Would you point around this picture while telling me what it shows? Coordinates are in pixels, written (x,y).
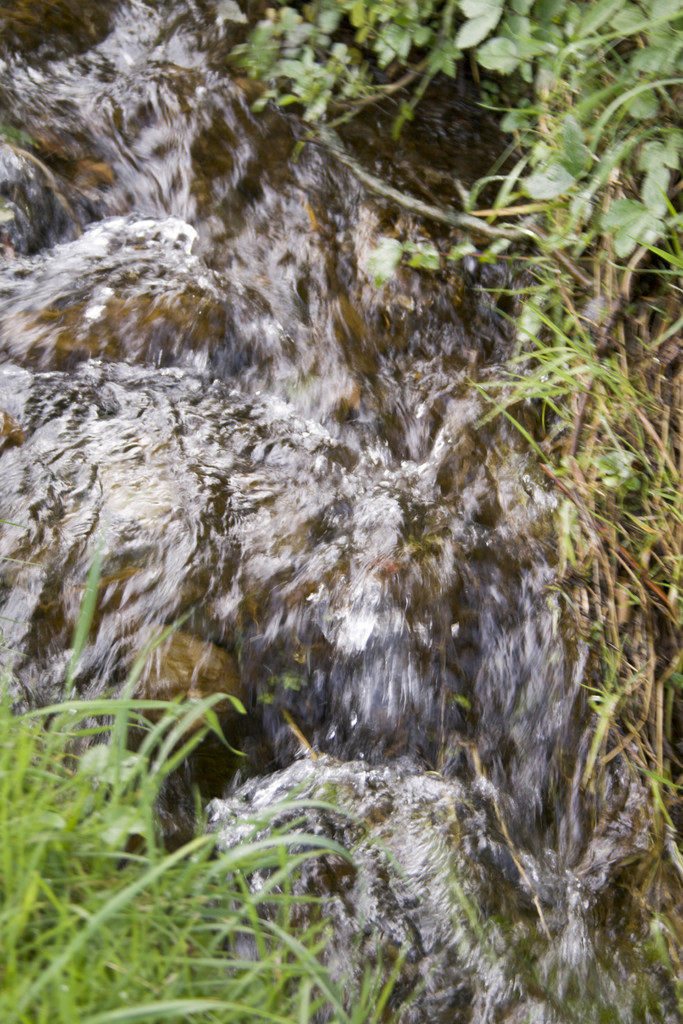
In this image there is the water (283,504) flowing. In the either sides of the water (35,655) there's grass (631,389) on the ground (181,917). In the top right (470,39) there are leaves (516,24) of a plant (562,119).
